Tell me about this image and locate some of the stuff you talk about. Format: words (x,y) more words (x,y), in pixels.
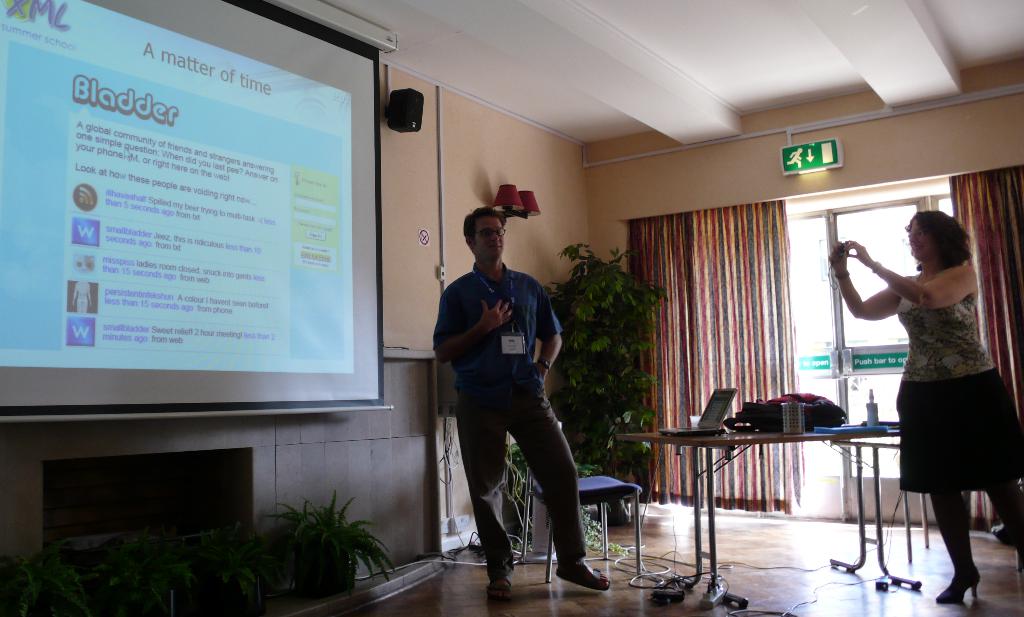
In this image there is a woman (931,334) holding a camera (843,252) in her hands (837,264) and a man (526,371) standing in between them there is a table (798,434), on that table (780,435) there is a laptop (714,421), bag (755,405) and a mug (802,413), beside the table (704,447) there is a chair (623,487), in the background (231,27) there is a wall (486,134) on that wall (541,156) there is a screen projection (135,133) and there are plants (603,347) there are curtains (1003,181) to the wall (843,179) on top (667,7) there is ceiling (586,19).
